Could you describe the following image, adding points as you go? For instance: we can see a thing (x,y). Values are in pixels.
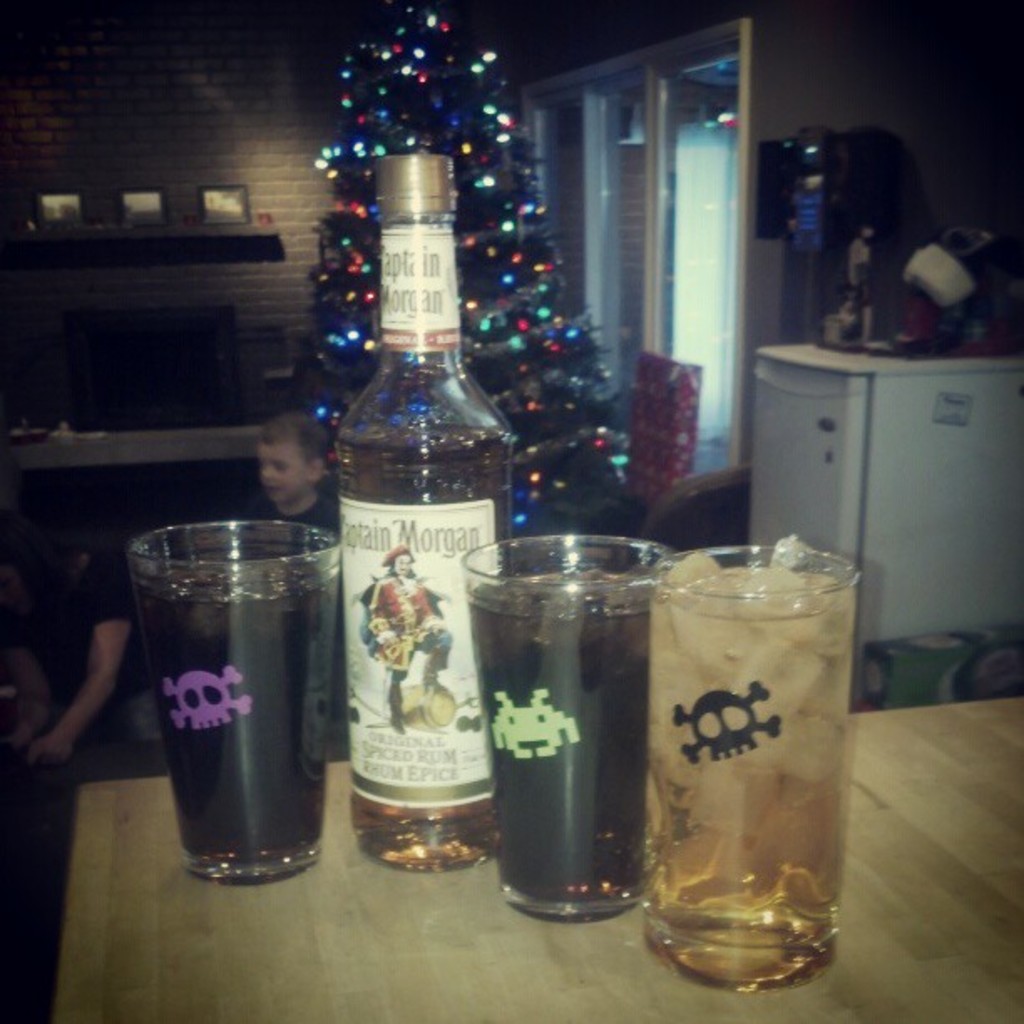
In this picture we can see a table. On the table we can see a rum bottle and three glasses (605,669) of drink (688,669). In the background (1001,237) we can see christmas tree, fridge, windows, shelf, photo frames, and wall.
